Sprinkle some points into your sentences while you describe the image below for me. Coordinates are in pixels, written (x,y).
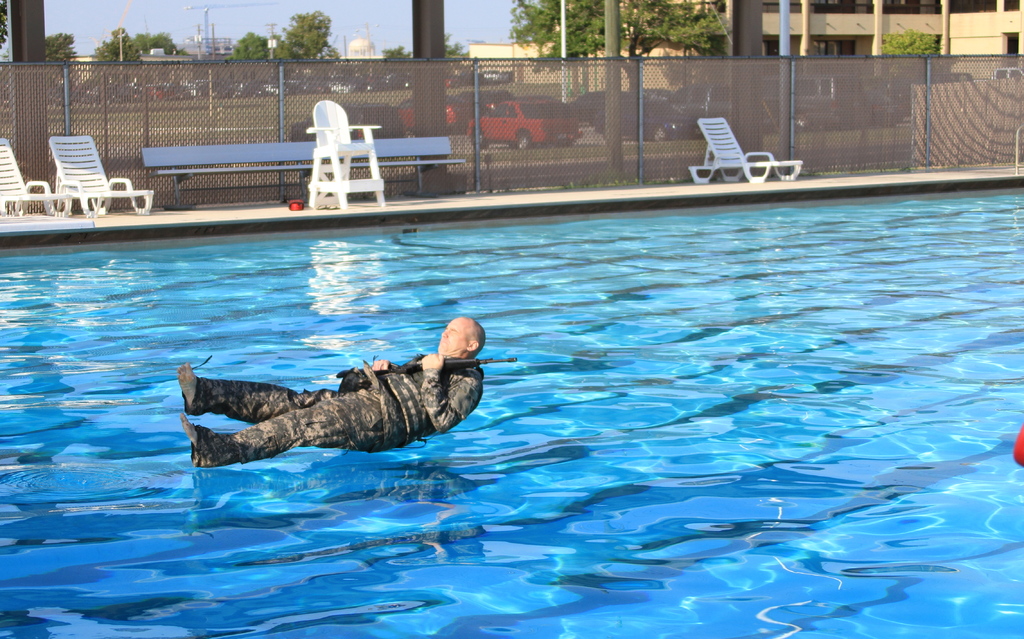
At the bottom of the image (452,564) there is a swimming pool (166,422). Behind the pool (324,371) on the floor (921,173) there are chairs (59,144) and benches (214,156). Behind them there is fencing (749,136). Behind the fencing (600,107) there are cars (558,107) on the ground (346,102) and also there are trees (325,40), poles (36,24) and buildings (886,31) with walls (834,31) and pillars (755,39). And also there is sky (342,45) in the background (509,22).
